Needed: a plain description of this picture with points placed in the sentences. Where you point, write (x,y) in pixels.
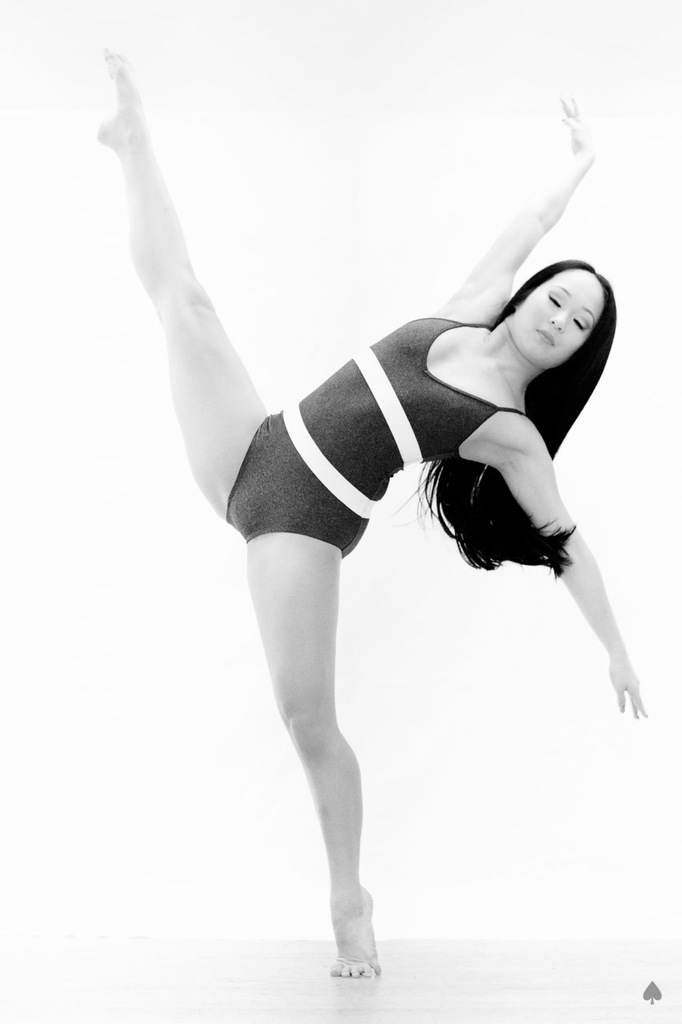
This image is a black and white image. At the bottom of the image (241,971) there is a floor (450,973). In the middle of the image (326,507) a woman (500,424) is dancing on the floor (349,988).
